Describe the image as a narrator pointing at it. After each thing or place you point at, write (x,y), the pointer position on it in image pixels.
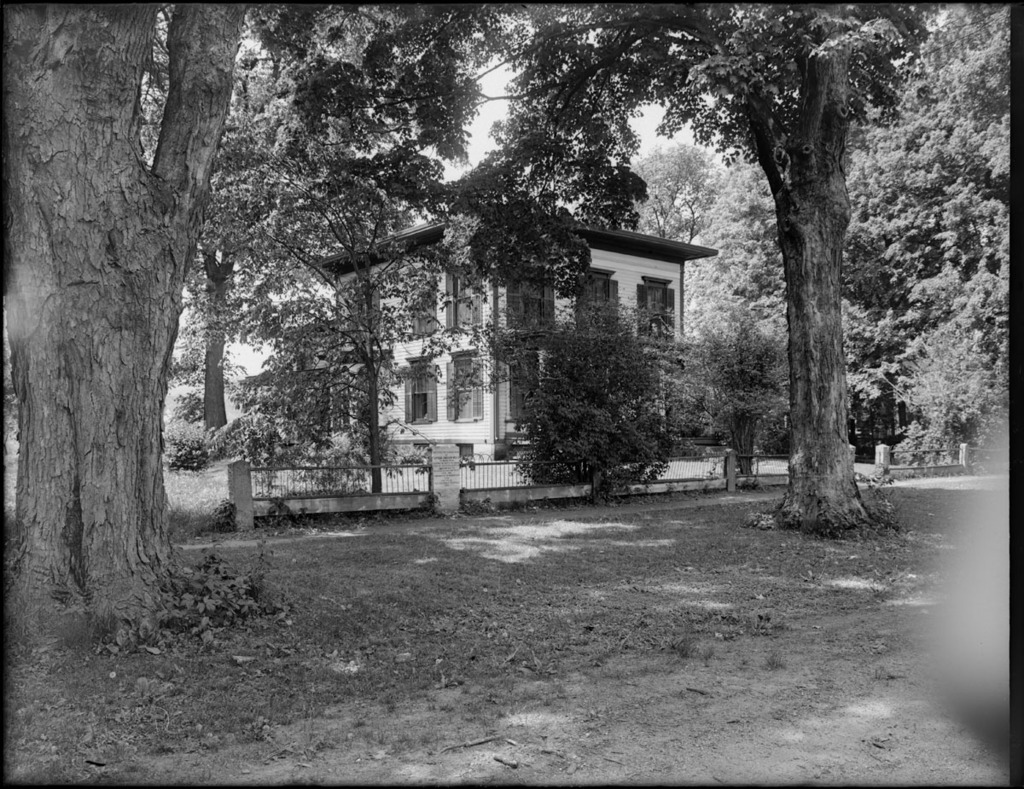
In this image we can see some trees (407,85) walkway (842,705) and in the background of the image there is fencing (249,523), house (491,396) and top of the image (426,150) there is clear sky (475,121).
